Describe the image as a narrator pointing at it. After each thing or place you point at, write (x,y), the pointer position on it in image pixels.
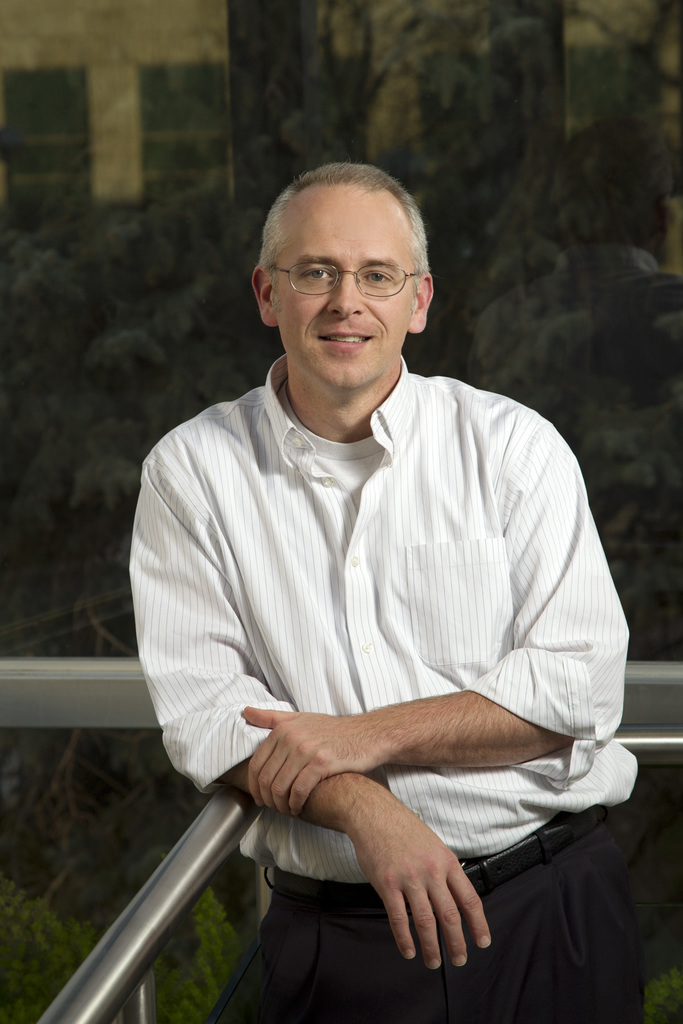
In the center of the image (299,389) there is a person (313,600) standing. In the background (110,163) we can see trees (476,122) and building (93,95).
